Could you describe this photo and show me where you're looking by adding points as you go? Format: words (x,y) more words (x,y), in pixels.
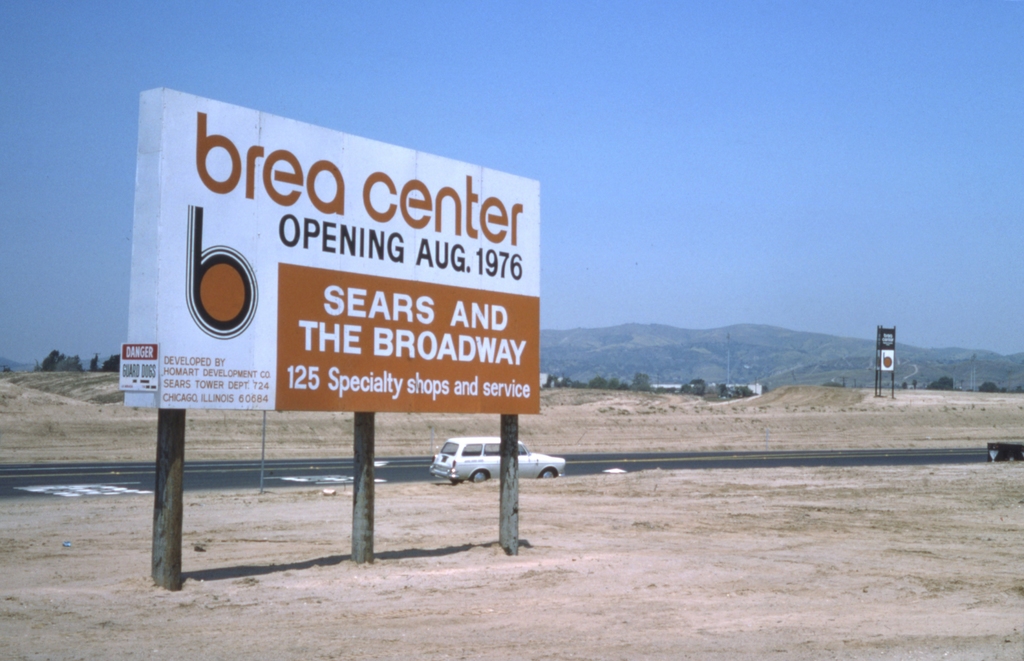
In this picture we can see a hoarding (288,243) and we can find some text (334,249) on it, behind the hoarding (517,487) we can see a car (484,450) on the road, in the background (565,371) we can see few trees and hills (707,341).
